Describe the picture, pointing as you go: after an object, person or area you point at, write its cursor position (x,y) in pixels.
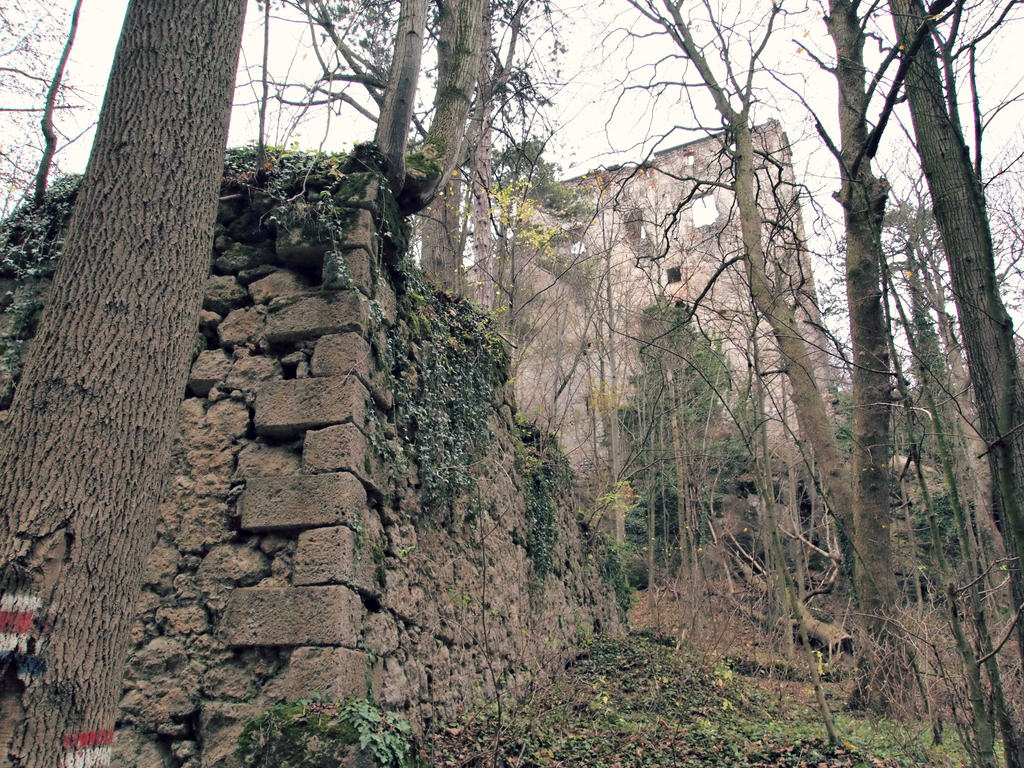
In the picture I can see the trunk (939,159) of trees (889,96). I can see the brick wall construction (300,402) on the left side (321,401). In the background (587,272), I can see another wall (789,249).
